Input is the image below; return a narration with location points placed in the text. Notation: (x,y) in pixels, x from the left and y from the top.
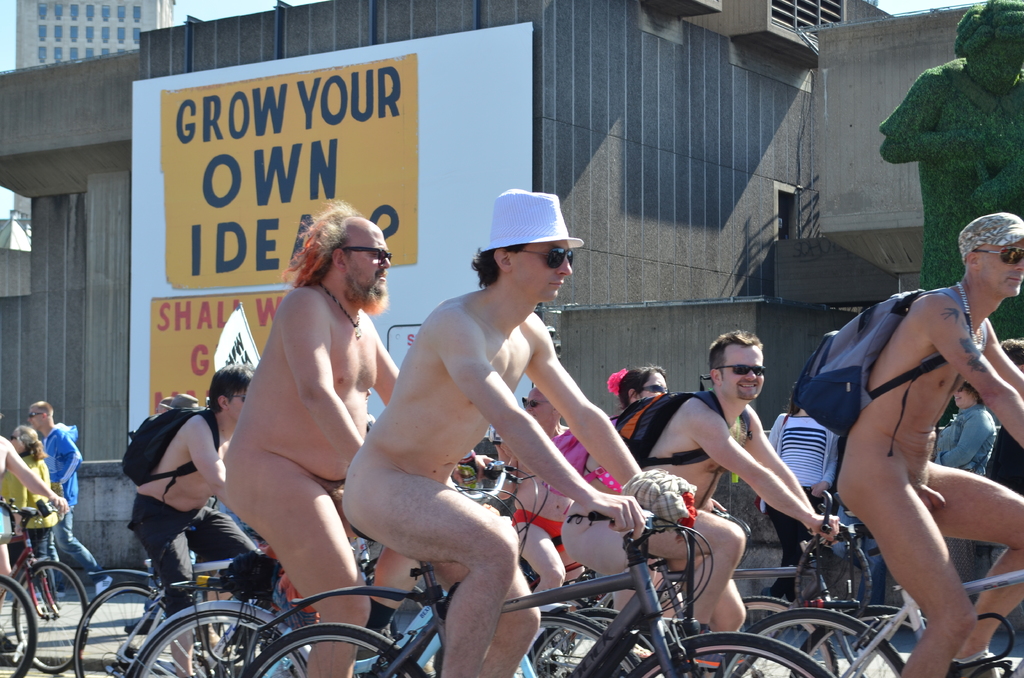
This image is clicked outside. There are buildings (790,137) in the back side (86,273). There are bicycles (72,578) and people (799,513) are sitting on bicycles (40,570), they are riding them. There is a woman (32,460) in the bottom left corner (19,498). Some of them are wearing hats (556,234). All of them are wearing goggles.
